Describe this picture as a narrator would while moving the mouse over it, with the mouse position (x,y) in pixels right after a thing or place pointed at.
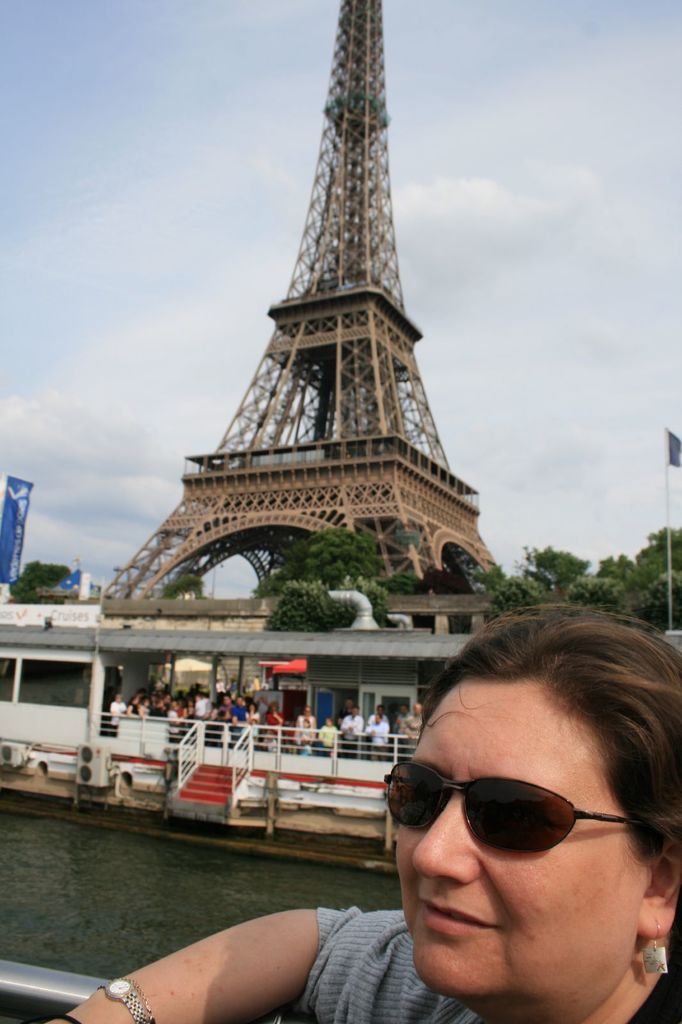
In this picture I can see a tower (390,456) and few trees (642,569) and I can see few people (344,712) are standing and a woman (514,911) wearing sunglasses (480,831) and I can see a banner (11,562) with some text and a cloudy sky (268,238).
